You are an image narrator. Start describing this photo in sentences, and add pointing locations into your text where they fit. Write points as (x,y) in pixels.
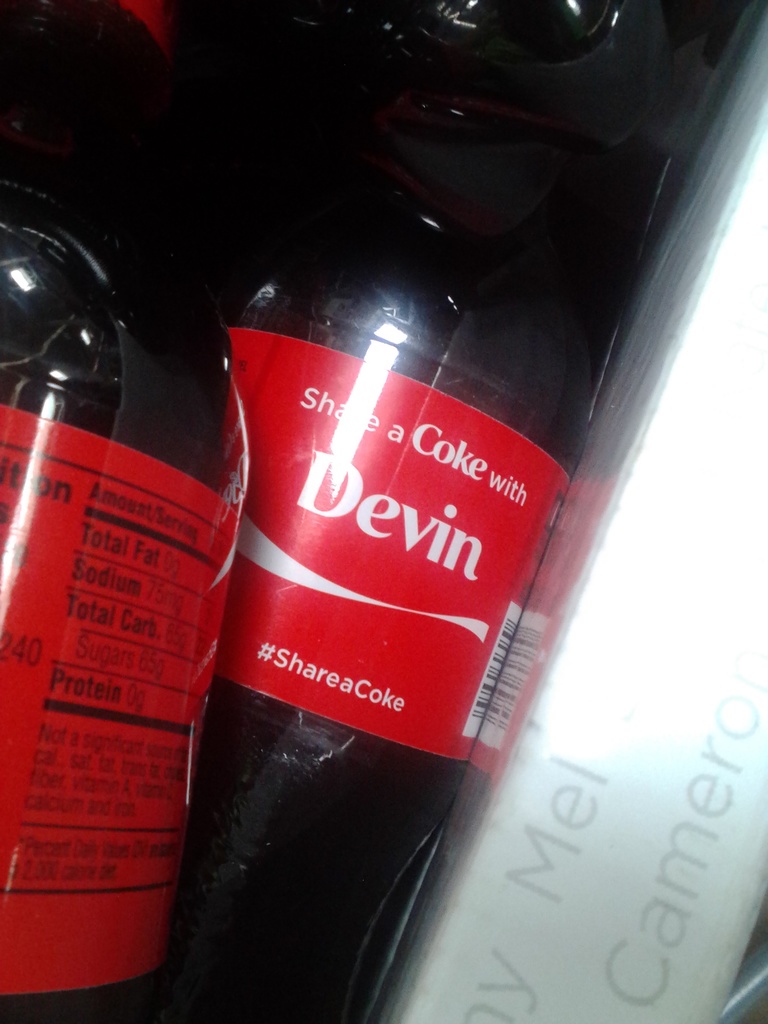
Here we can see a drink (336,381) and some liquid (222,378) in it, and here is the label (366,562) on it.
